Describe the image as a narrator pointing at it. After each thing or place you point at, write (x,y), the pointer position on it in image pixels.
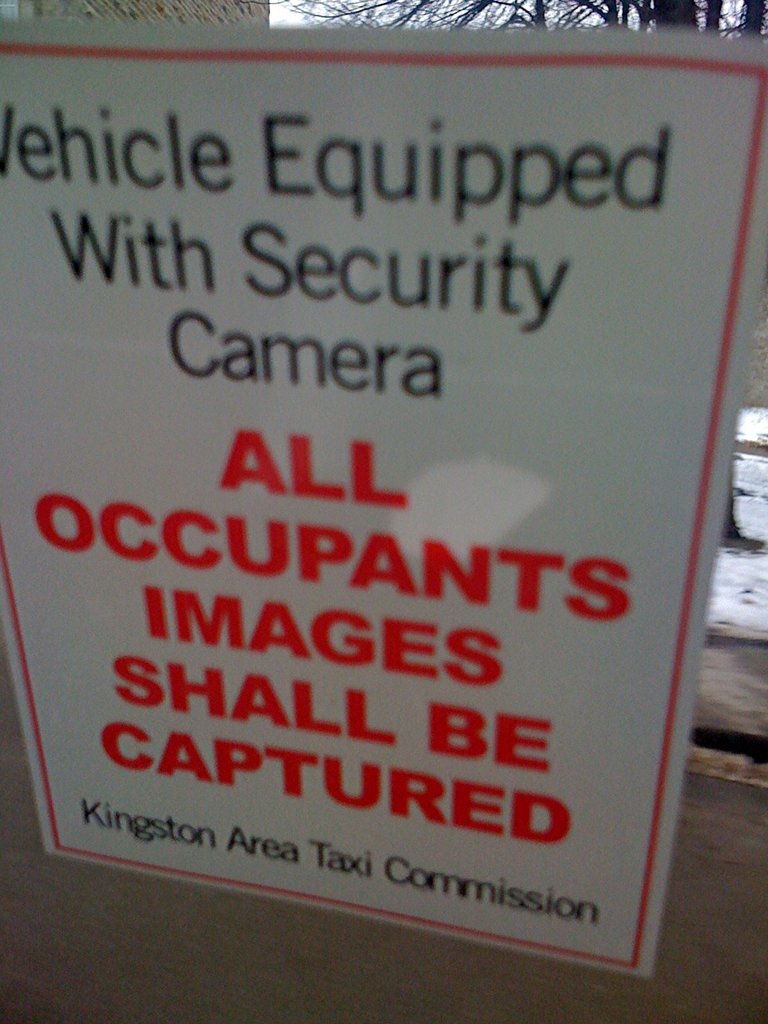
In this image we can see a poster (434,790) on the glass (697,740). In the background of the image (459,15), we can see a tree (540,8), sky (353,8) and a white color object (757,482).
